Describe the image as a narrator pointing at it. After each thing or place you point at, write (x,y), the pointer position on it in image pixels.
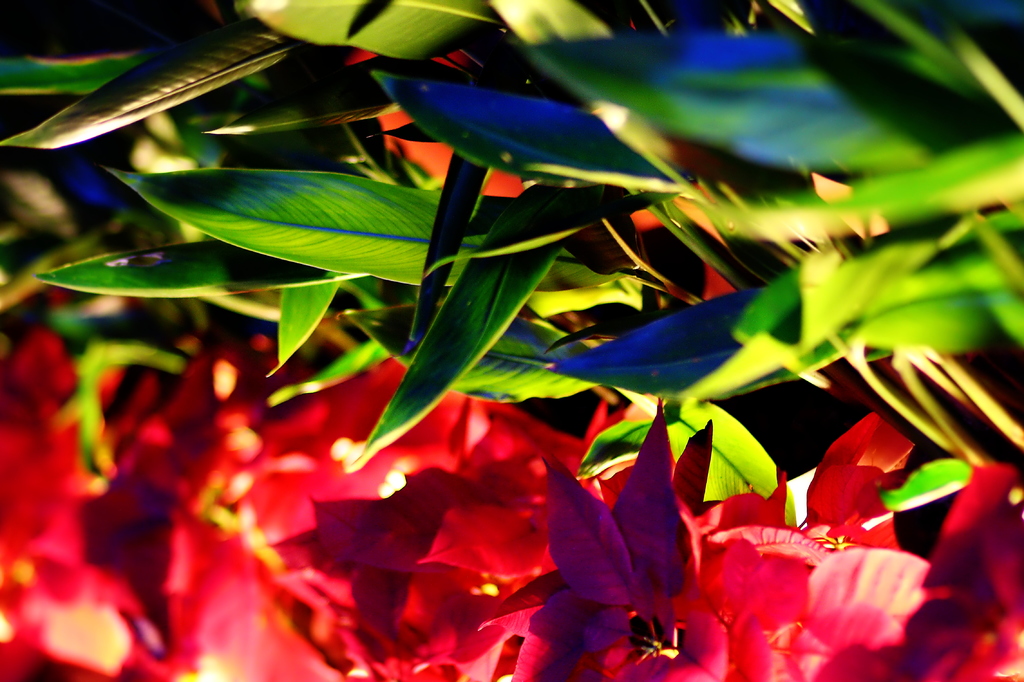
In the picture I can see green color leaves (566,249) at the top of the image (735,94) and red color flowers (695,536) at the bottom of the image (585,536).
